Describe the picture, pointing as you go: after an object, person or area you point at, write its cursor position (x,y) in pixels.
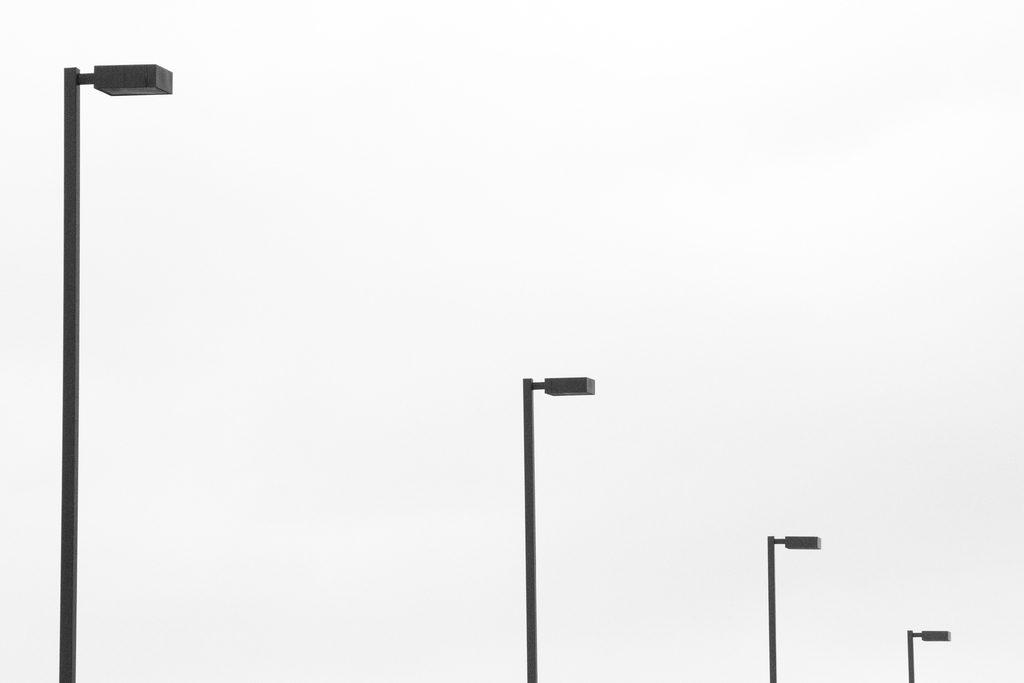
In this image there are light poles (909,662) in the center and the sky (489,439) is cloudy.
